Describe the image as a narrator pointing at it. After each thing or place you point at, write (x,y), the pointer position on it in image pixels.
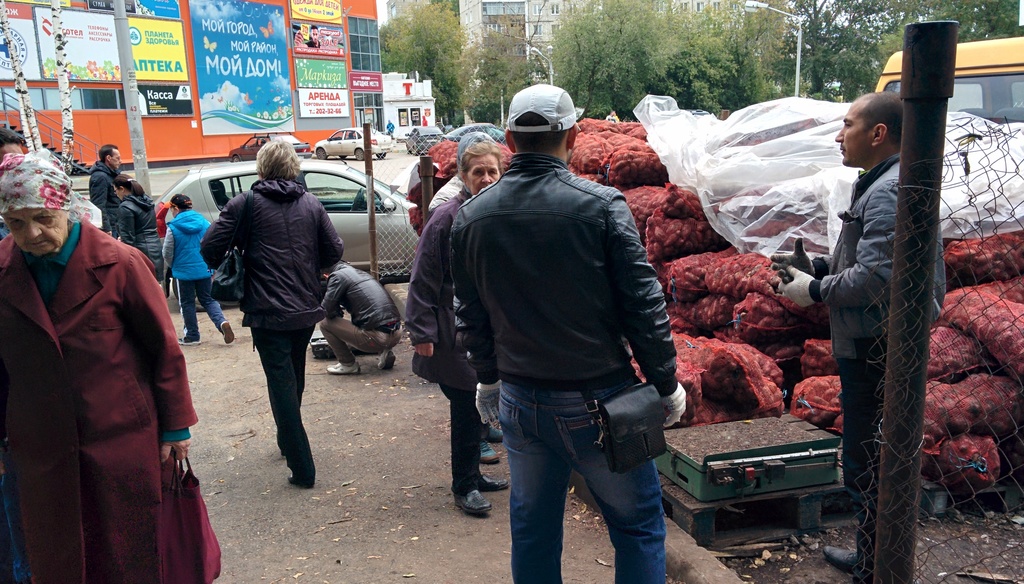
In this image there are people (356,341) and we can see cars (389,214) on the road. On the right (753,403) there are jute bags (736,308) and a cover (750,211) there are rods (904,448). In the background (138,137) we can see buildings (502,28), trees (653,59) and poles (806,19).
